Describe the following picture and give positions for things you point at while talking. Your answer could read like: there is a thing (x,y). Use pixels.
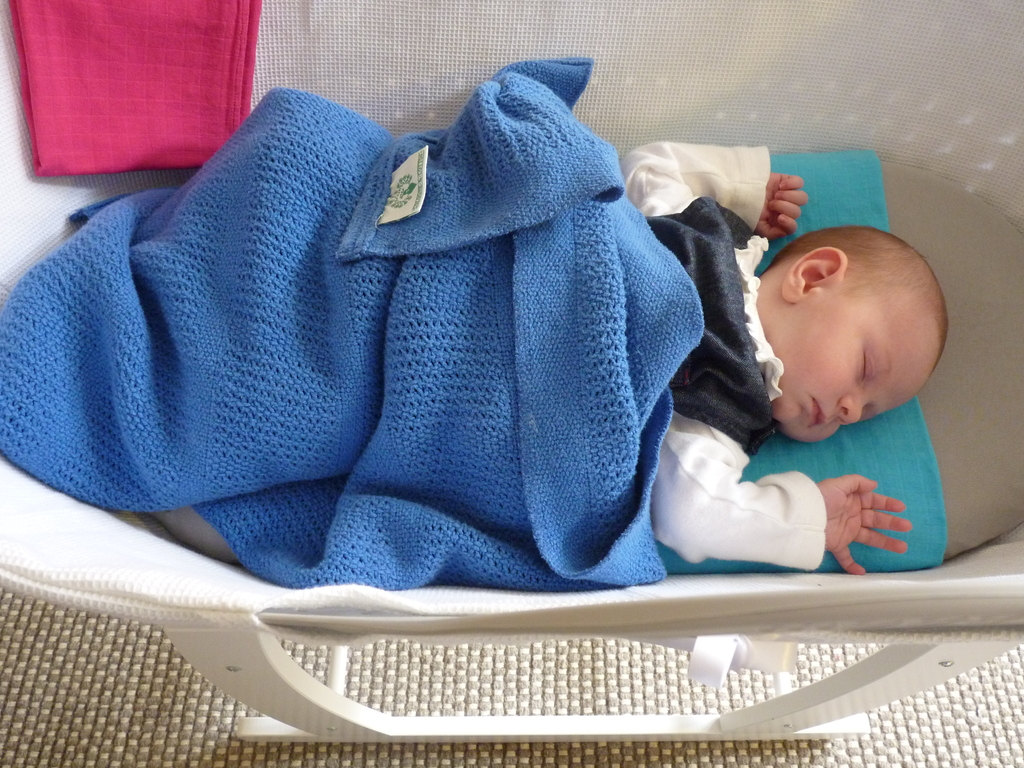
In this image I can see a baby (698,347) is laying in a cradle (924,229) which is placed on the floor (98,703). On the baby (703,460) there is a blue color bed sheet (414,326). At the top of the image (156,115) there is a pink color cloth (155,73) on the cradle (417,32).
